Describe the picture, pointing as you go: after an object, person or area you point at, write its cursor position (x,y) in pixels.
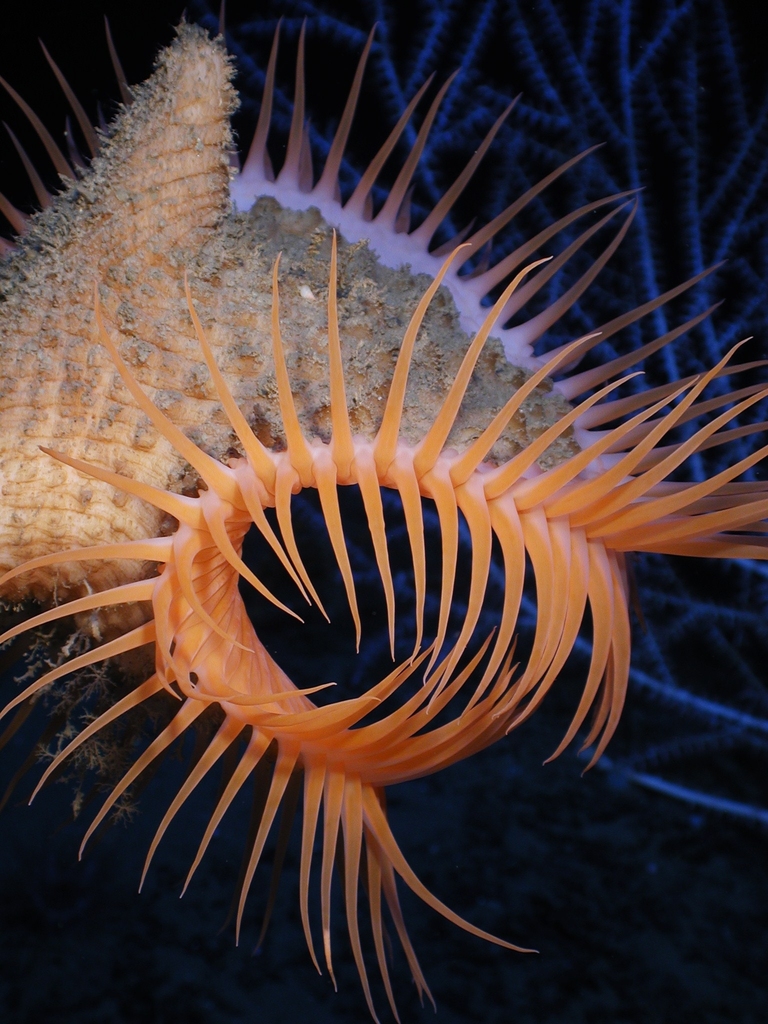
In this picture, we see something in orange color. It might be a plant (208,566). In the background (735,660), we see the plants (665,334). In the background (654,239), it is black in color.
